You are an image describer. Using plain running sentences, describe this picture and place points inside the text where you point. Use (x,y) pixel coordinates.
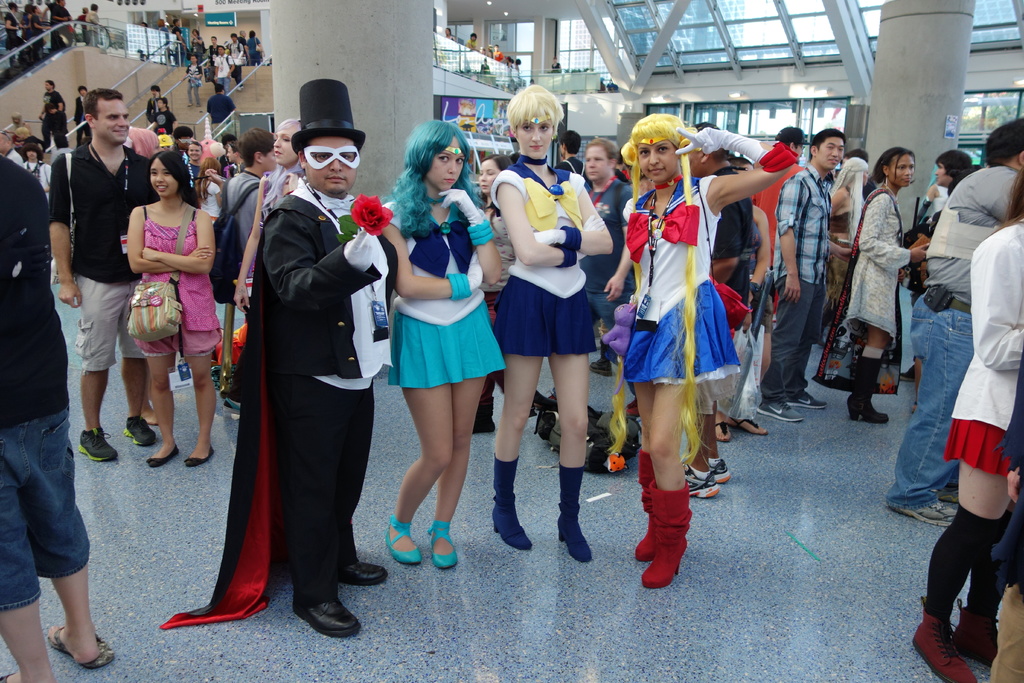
This is an inside view of a building (409,433). In the middle of the image (377,297) four persons (522,318) are wearing costumes (536,267), standing and giving pose for the picture. In the background (593,163), I can see many people (156,165) and two pillars (396,90). At the top (662,66) there is a glass (779,29) through which we can see the outside view. In the top left (189,53) there are few people (24,41) walking on the stairs (174,95).
